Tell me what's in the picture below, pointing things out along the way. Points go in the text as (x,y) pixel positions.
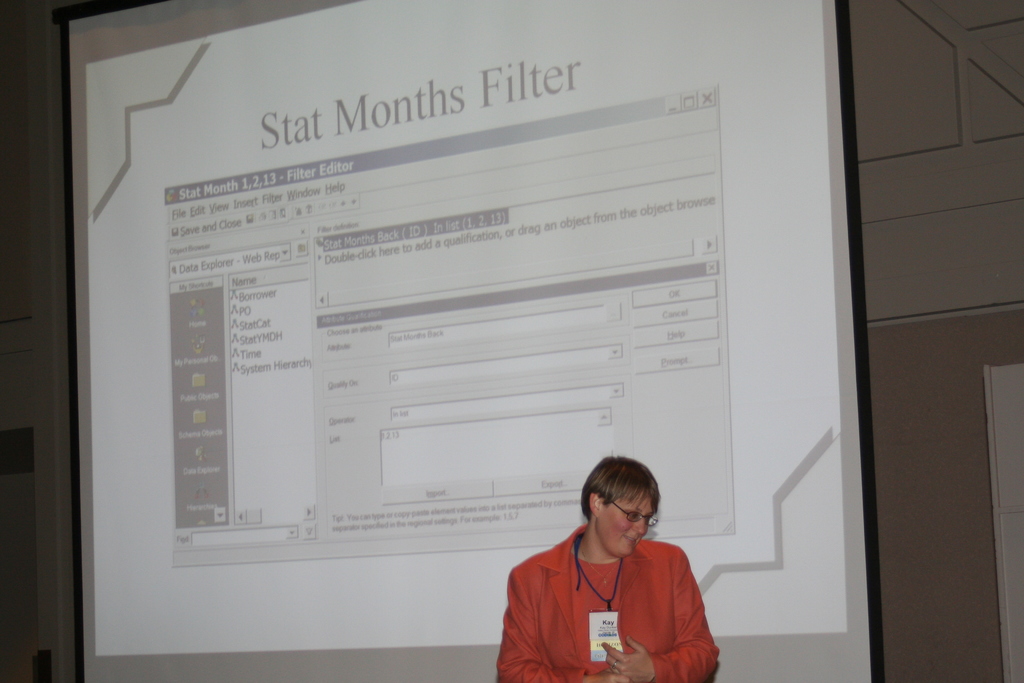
In this image we can see a woman (604,471) and she wore spectacles (634,511). In the background (503,566) we can see a screen (660,400) and a wall (899,385). On the screen (424,217) we can see app icons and some information (648,352).
